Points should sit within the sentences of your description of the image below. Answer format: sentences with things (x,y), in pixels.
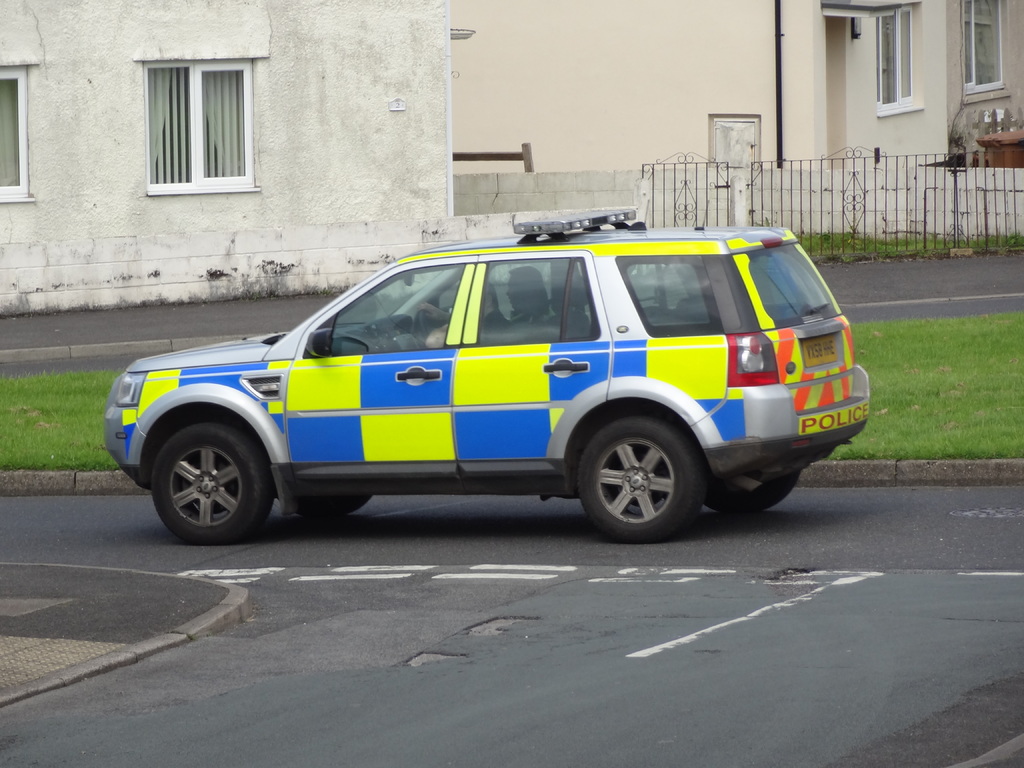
In this image we can see a car (654,540) is on the road (531,579). Here we can see the grass (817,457), houses (687,133) and the fence (846,189) in the background (555,137).
